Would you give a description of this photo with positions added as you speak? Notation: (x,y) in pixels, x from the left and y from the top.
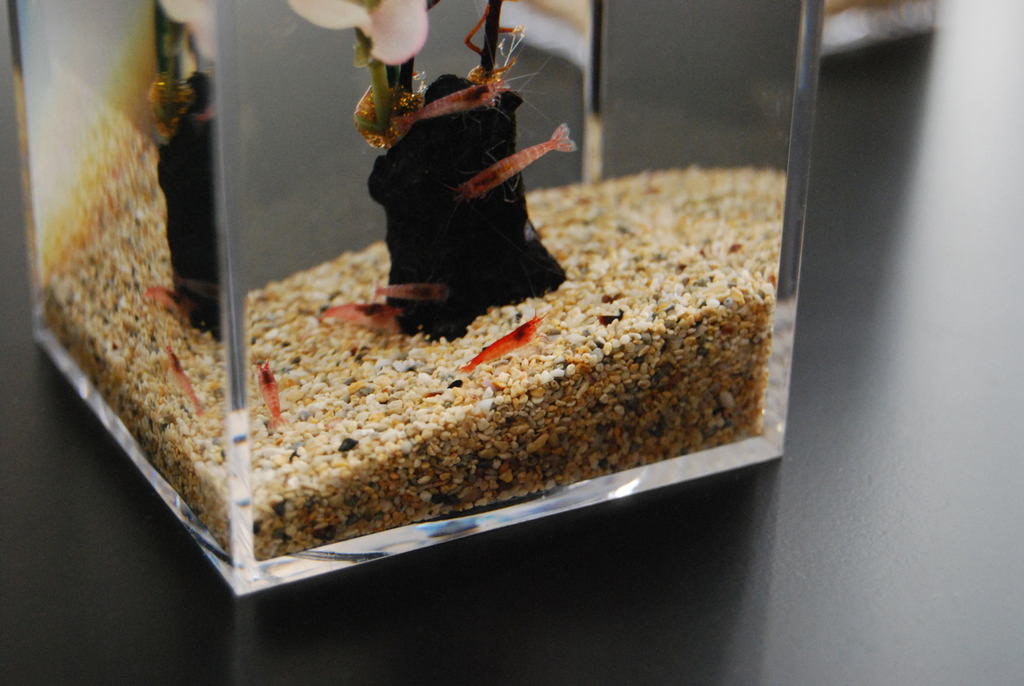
In this picture there are small shrimp (504,170) in an aquarium (641,165) and there are small pebbles (515,401) in it.
